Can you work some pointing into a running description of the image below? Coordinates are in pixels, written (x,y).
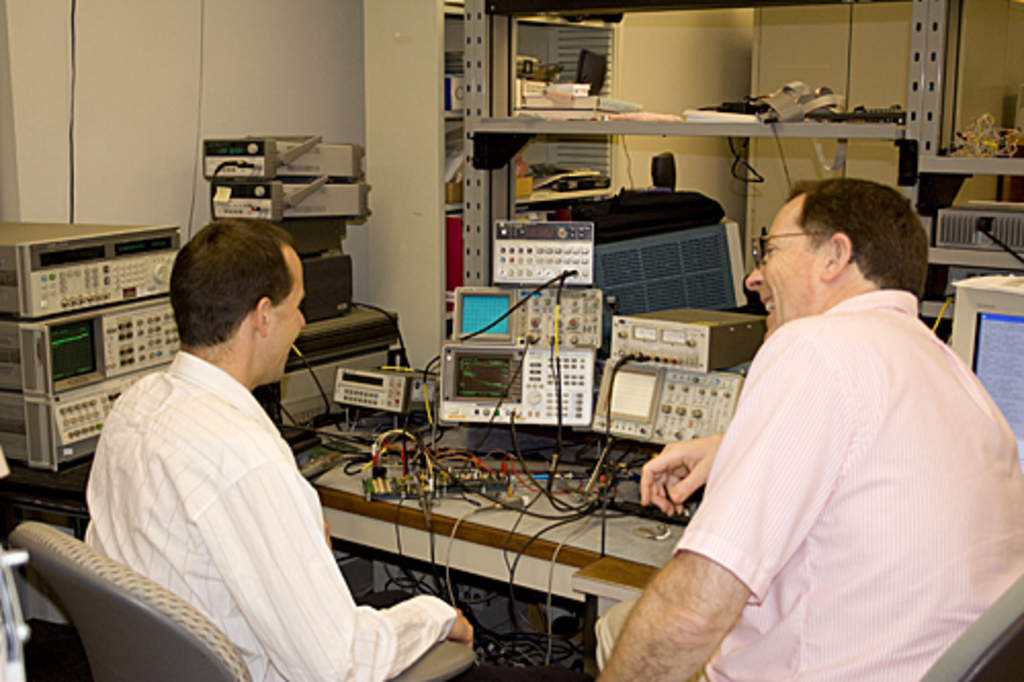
In this image on the right (956,403), there is a man (868,373), he wears a shirt (843,429), he is sitting on the chair (988,632). On the left (247,387) there is a man (246,459), he wears a shirt (254,563), he is sitting on the chair (127,613). In the middle (411,448) there is a table (505,536) on that there are machines (567,419), cables (484,466), monitor (982,353). On the left (131,276) there are machines (328,326), shelves (487,202), cables (304,363) and many items (761,97).
